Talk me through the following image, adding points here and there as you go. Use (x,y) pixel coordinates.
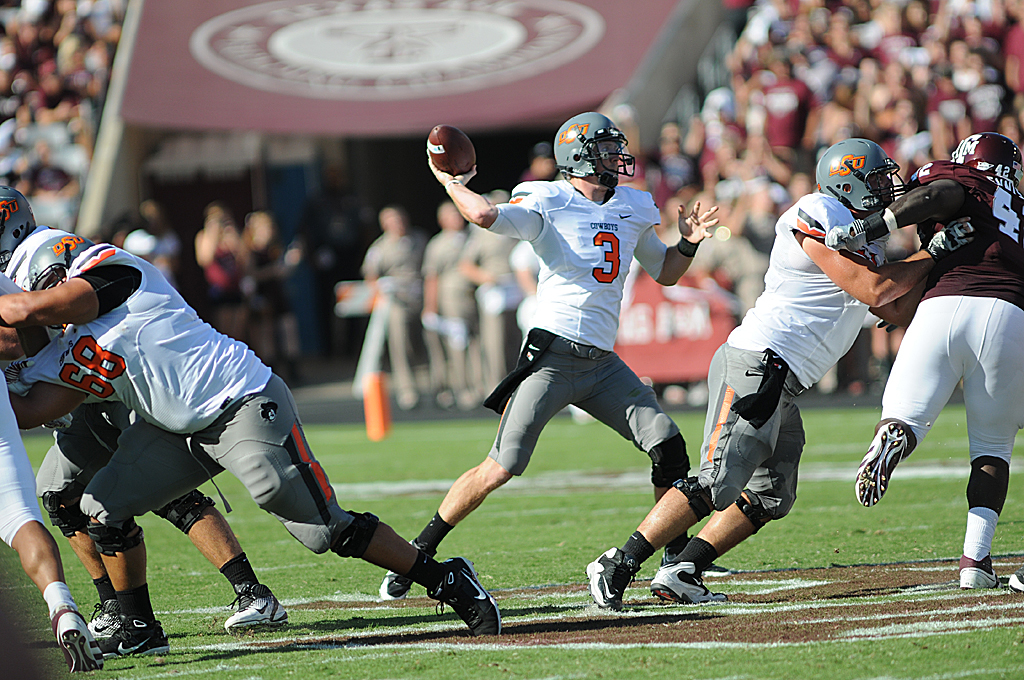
In this image, we can see few people (502,471) are playing a game on the grass (551,588). Here a person (624,276) holding a ball (440,167). Background there is a blur view and we can see people (42,1).
